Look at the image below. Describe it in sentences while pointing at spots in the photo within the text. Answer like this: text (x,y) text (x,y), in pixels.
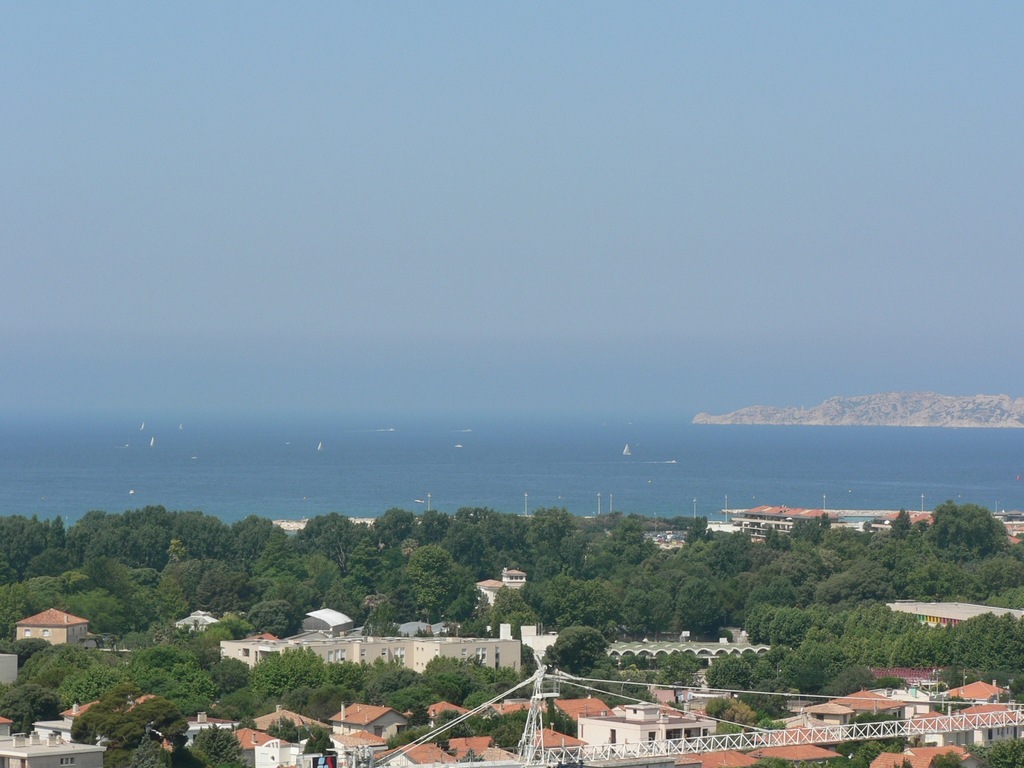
In this image, I can see the buildings (362,739), towers (537,715) and trees (417,538). I can see water (784,467). On the right side of the image (854,410), I can see a hill (840,411). In the background (499,344), there is the sky (431,70).
